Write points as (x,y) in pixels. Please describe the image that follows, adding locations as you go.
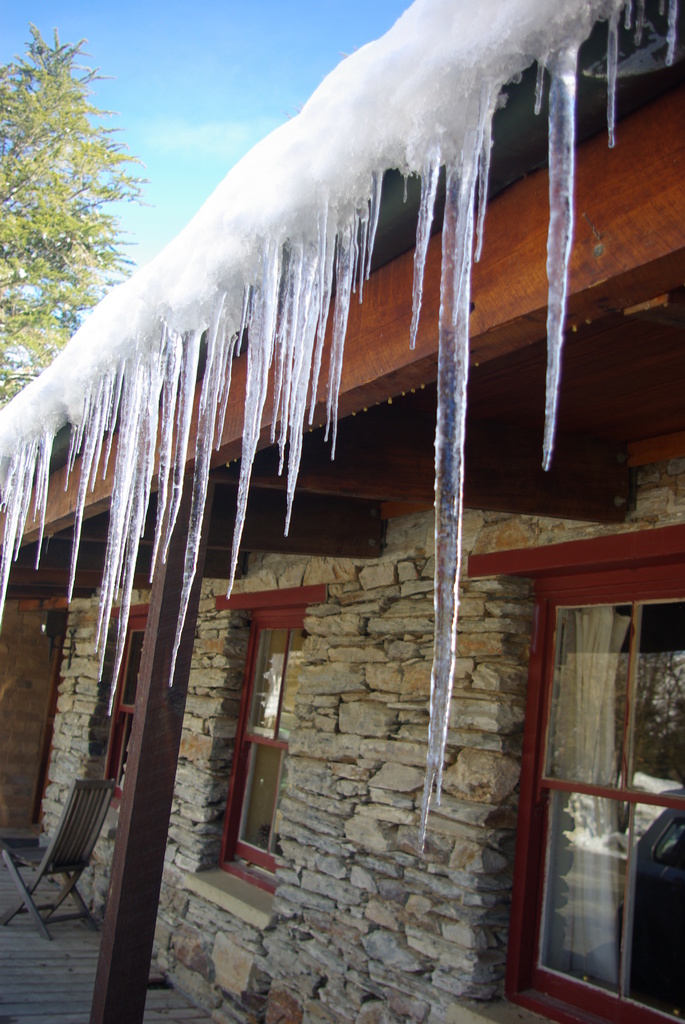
In this image there is the sky (243,57) towards the top of the image (230,44), there is a tree (15,116) towards the left of the image (42,223), there is a house (421,687) towards the right of the image (467,632), there is an ice (361,293) on the house (411,364), there is a wall (388,750), there are windows (540,733), there is a curtain (574,771), there is floor (63,966) towards the bottom of the image (53,959), there is a chair (61,848) towards the left of the image (68,842), there is a pillar (137,802) towards the bottom of the image (142,828).
